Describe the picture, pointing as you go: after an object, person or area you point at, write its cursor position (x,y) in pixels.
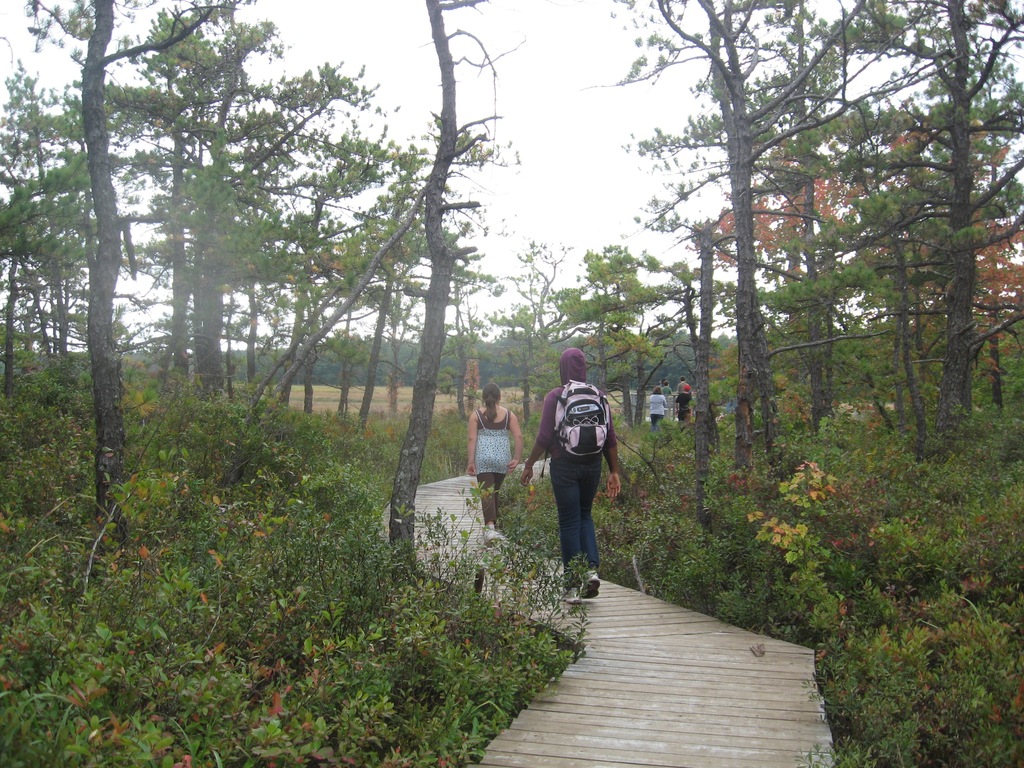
In this image in the center (560,441) there are some persons (527,472) walking on a walkway (590,628), on the right side (740,506) and left side (326,596) there are some plants (544,495) and trees (681,336). In the background (524,371) there are trees (292,373), at the top of the image (521,104) there is sky (513,23).
